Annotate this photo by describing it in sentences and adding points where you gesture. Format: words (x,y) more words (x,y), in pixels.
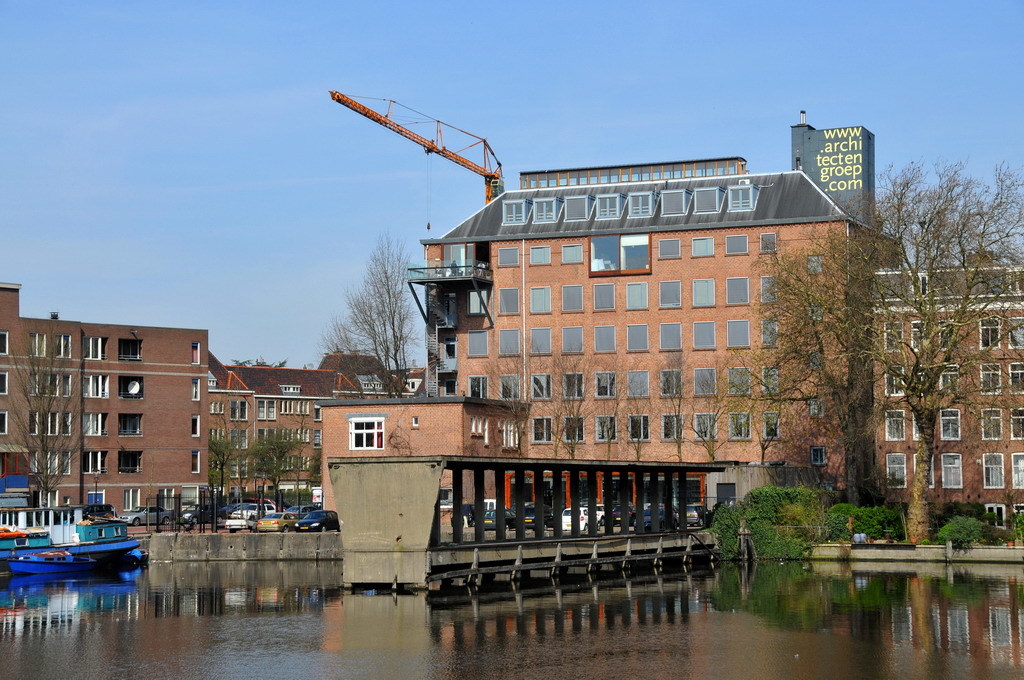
In this image I can see the water (666,632), few boats (92,560) on the surface of the water (622,633), few trees (767,541) which are green in color, few vehicles (263,499) on the ground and in the background (658,317) I can see few buildings (679,331), few trees (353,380), few windows (304,409) of the building (453,395), a crane (497,195) and the sky (271,140).
